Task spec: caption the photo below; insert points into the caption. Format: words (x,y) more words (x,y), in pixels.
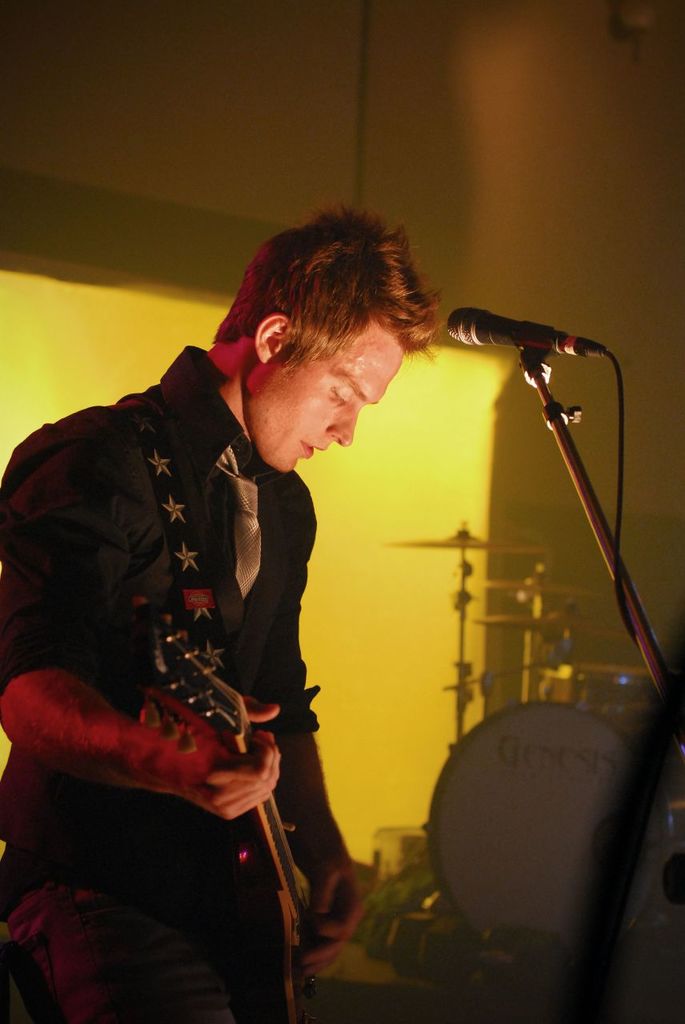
This is a picture of a man (157,752) in a room (335,203), the man (231,613) is holding the guitar (276,871). This is a microphone (467,326), the background of the man (204,445) is a wall (326,203) which is in yellow color.
